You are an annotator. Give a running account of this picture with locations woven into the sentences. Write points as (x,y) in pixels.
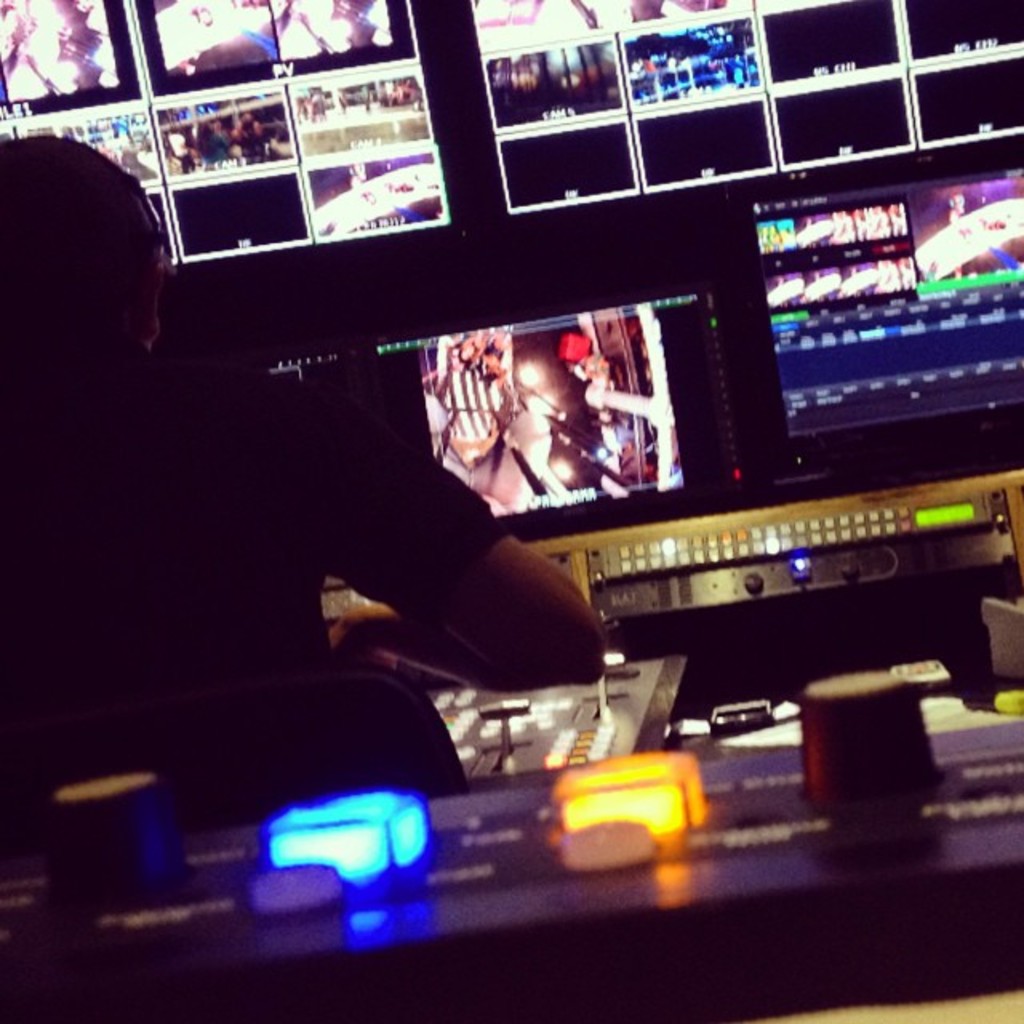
In this picture we can see the man (248,657) sitting in the front (206,364) and watching the CCTV footage (415,175) on the television screen (922,213). In the front (441,812) bottom side there is a yellow and blue light (640,840) on the electronic equipment board (377,911).
